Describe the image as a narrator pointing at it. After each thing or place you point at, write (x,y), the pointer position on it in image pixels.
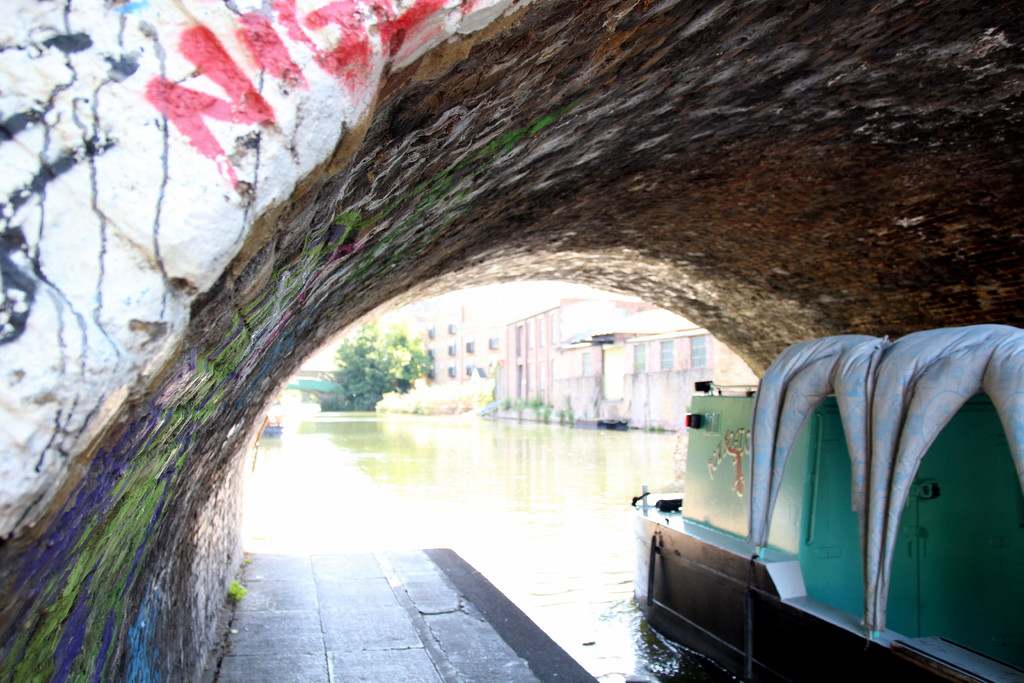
In this image there is a tunnel (66,468) and we can see a boat (742,577) on the water (432,420). In the background (354,389) there are buildings (456,351) and trees (345,379).
